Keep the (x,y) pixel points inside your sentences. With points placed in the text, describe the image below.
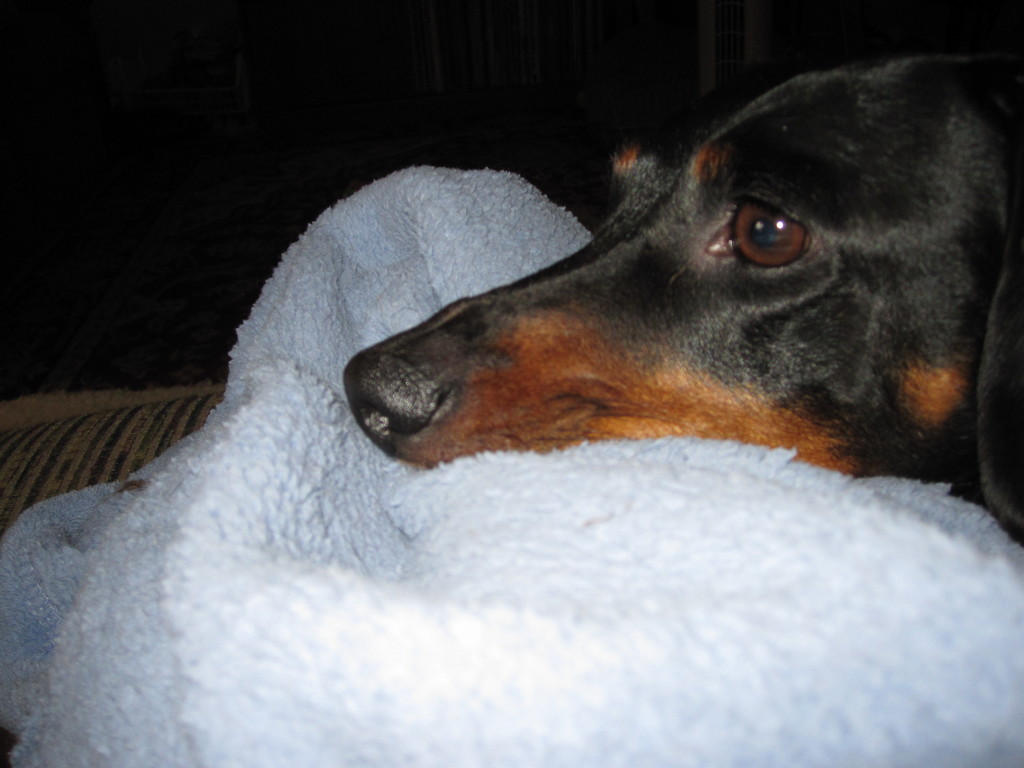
In the picture I can see a black color dog (752,353) on white color clothes (406,491). The background of the image (241,164) is dark.
